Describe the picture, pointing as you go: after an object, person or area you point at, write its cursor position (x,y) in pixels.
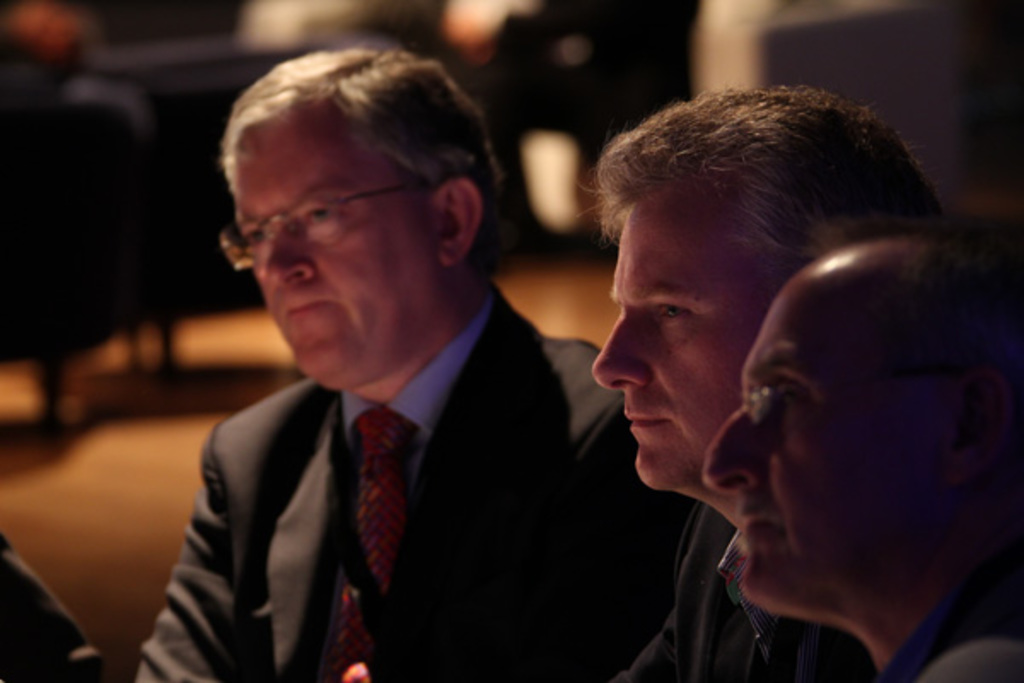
This image consists of three persons (663,415) sitting. In the front (426,544), the man (441,561) is wearing black suit (401,544) and red tie (398,517). In the background (67,188), there are chairs (237,79). At the bottom (108,464), there is floor (94,491).
